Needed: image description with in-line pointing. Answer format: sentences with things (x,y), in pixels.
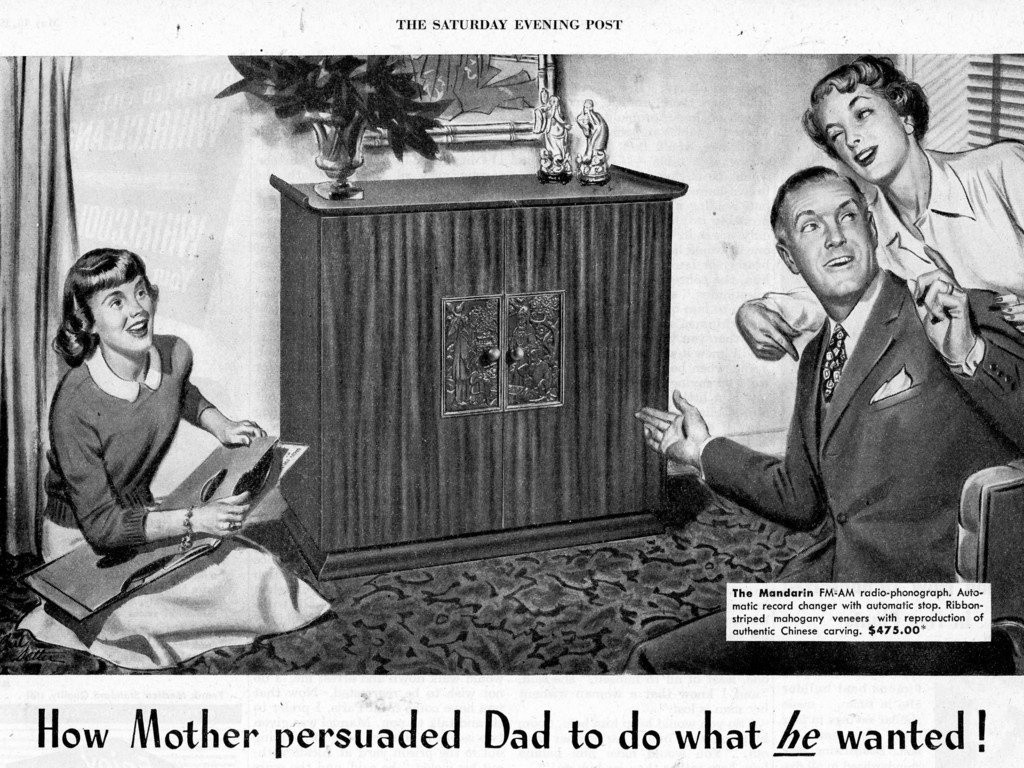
In this image I can see the paper (521,600). In the paper (503,545) I can see three people (101,462) and I can see the flower pot (395,153) and few objects (562,164) on the cupboard (488,329). I can see something is written on the paper (489,704).
